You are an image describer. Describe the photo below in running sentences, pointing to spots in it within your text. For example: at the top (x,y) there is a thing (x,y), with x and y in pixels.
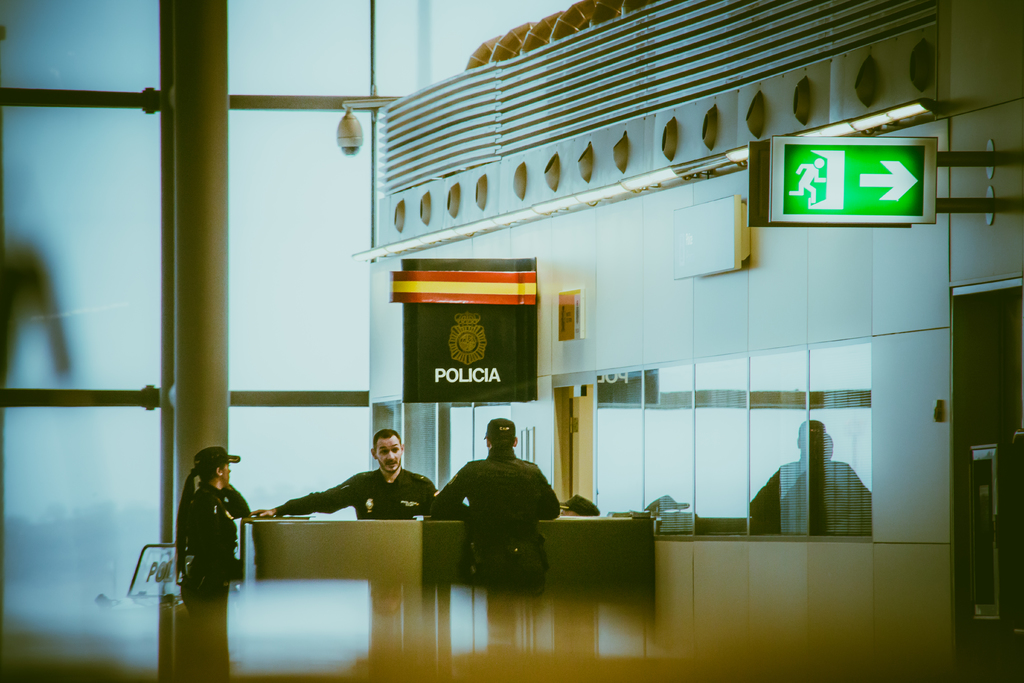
This is the picture of a building (749,424). In this image there are group of people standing and there is a person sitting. There is a board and hoarding (476,376) on the wall (591,295). On the right side of the image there is a door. At the top (579,209) there is a light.
